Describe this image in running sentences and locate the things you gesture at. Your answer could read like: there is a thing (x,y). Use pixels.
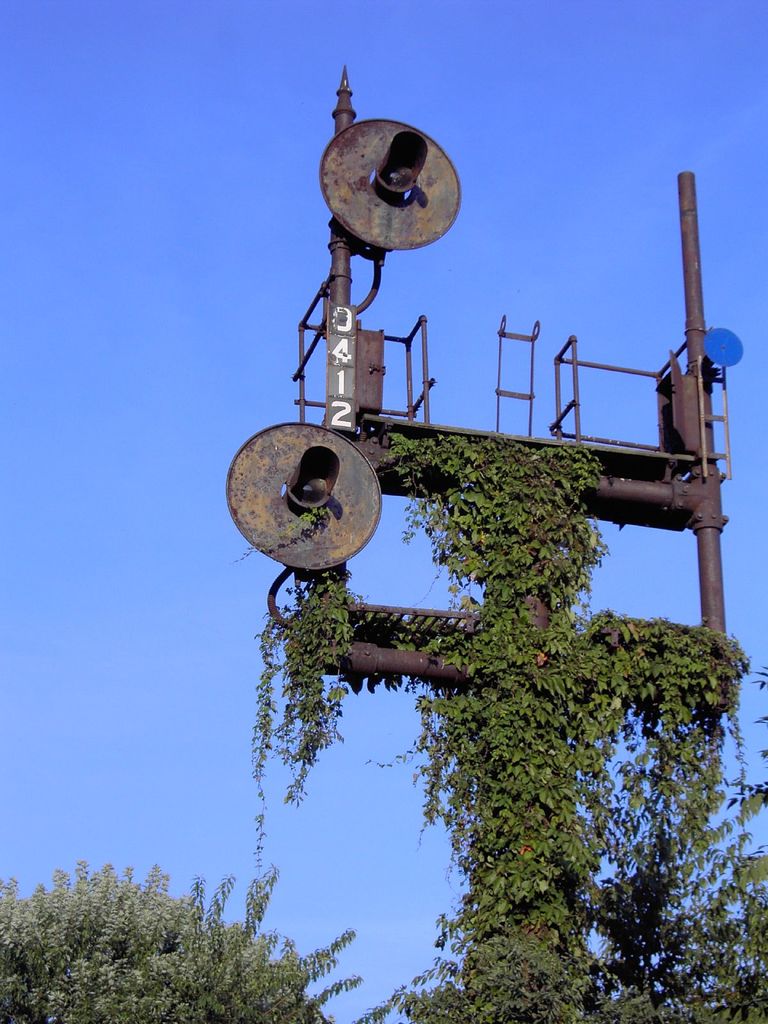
On the right side of the image (563,867) we can see a pole (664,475), to the pole (674,472) we can see the climbing plants (545,535). In the bottom left corner (195,929) we can see a tree (136,890). In the background of the image (384,928) we can see the sky (30,115).
